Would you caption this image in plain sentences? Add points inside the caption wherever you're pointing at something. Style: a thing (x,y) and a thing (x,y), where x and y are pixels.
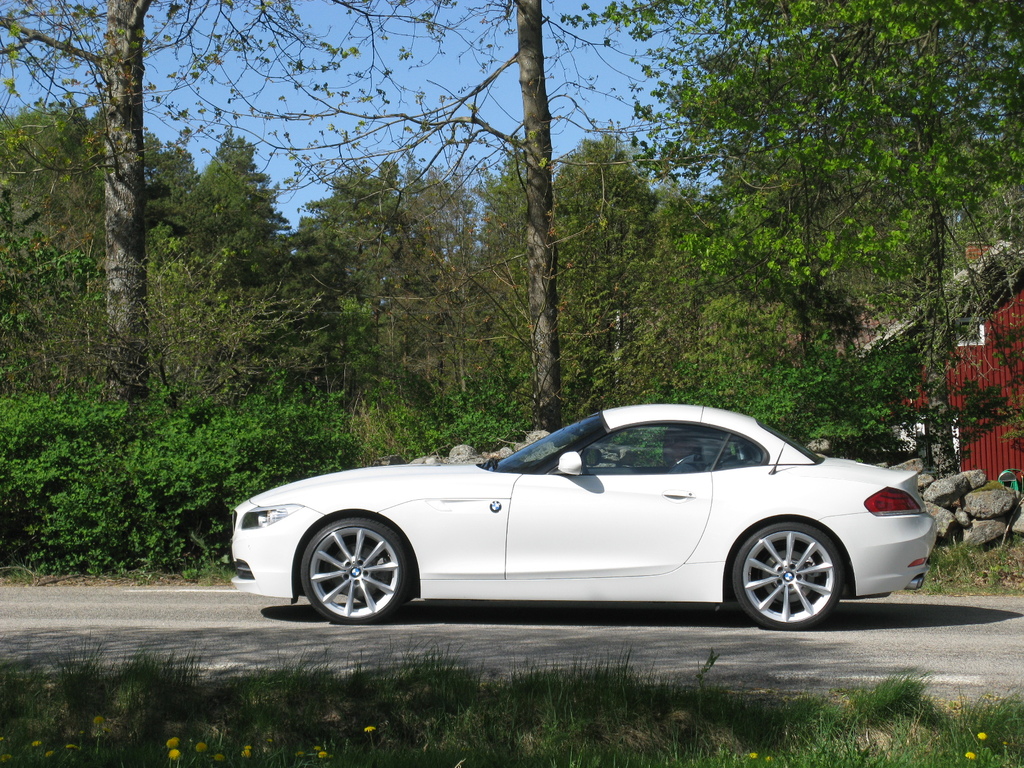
In this image we can see white color car (816,530) on the land (462,626). Bottom of the image (465,725) grassy land (343,752) is there. Behind the car (234,520) trees (424,333) are there. Right side of the image (994,367) one house (968,366) is there. At the top of the image (324,42) sky (327,61) is present.
